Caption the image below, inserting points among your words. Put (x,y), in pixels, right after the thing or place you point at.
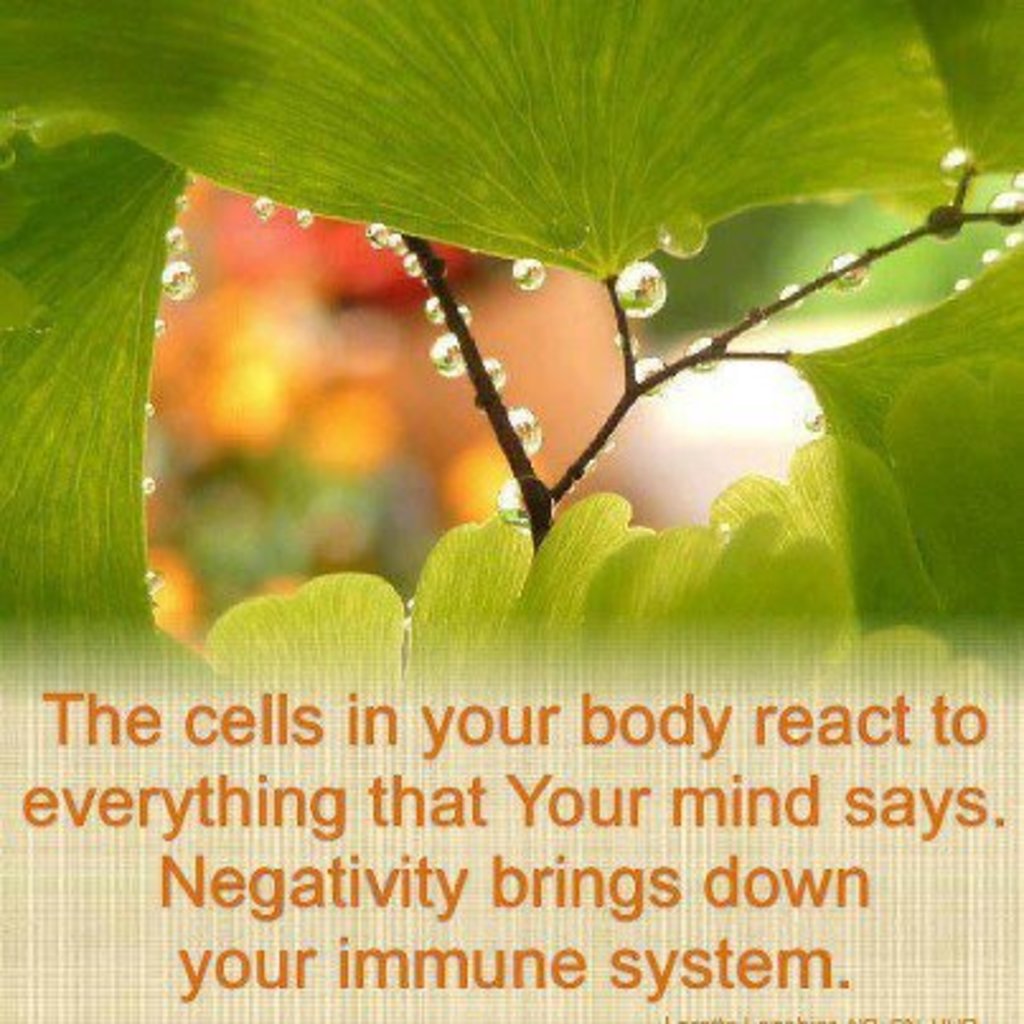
In this picture we observe a leaf (477,208) on which there are water droplets (532,437) are on top of it and we observe a quote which states the cells in your body react to everything your mind says, Negativity brings down your immune system.
